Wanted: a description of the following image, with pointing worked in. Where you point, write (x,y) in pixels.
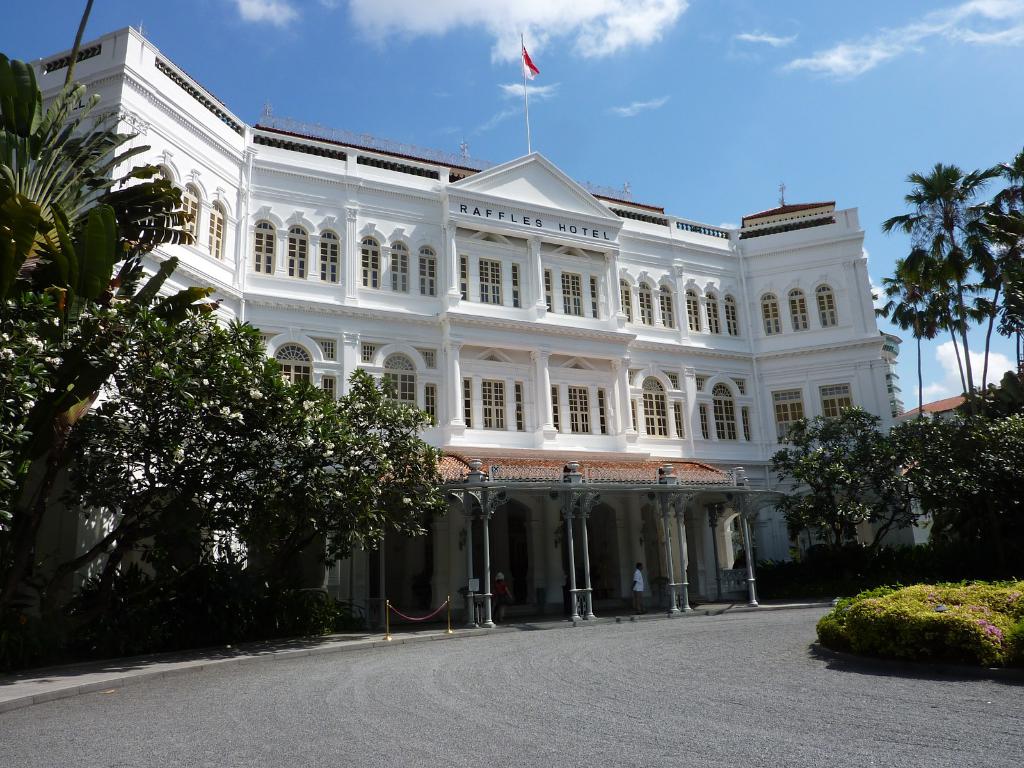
In the picture I can see a building (562,344) which has something written on it and there is a flag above it and there are trees (206,411) on either sides of it and there are few plants (942,589) in the right corner (979,606).
